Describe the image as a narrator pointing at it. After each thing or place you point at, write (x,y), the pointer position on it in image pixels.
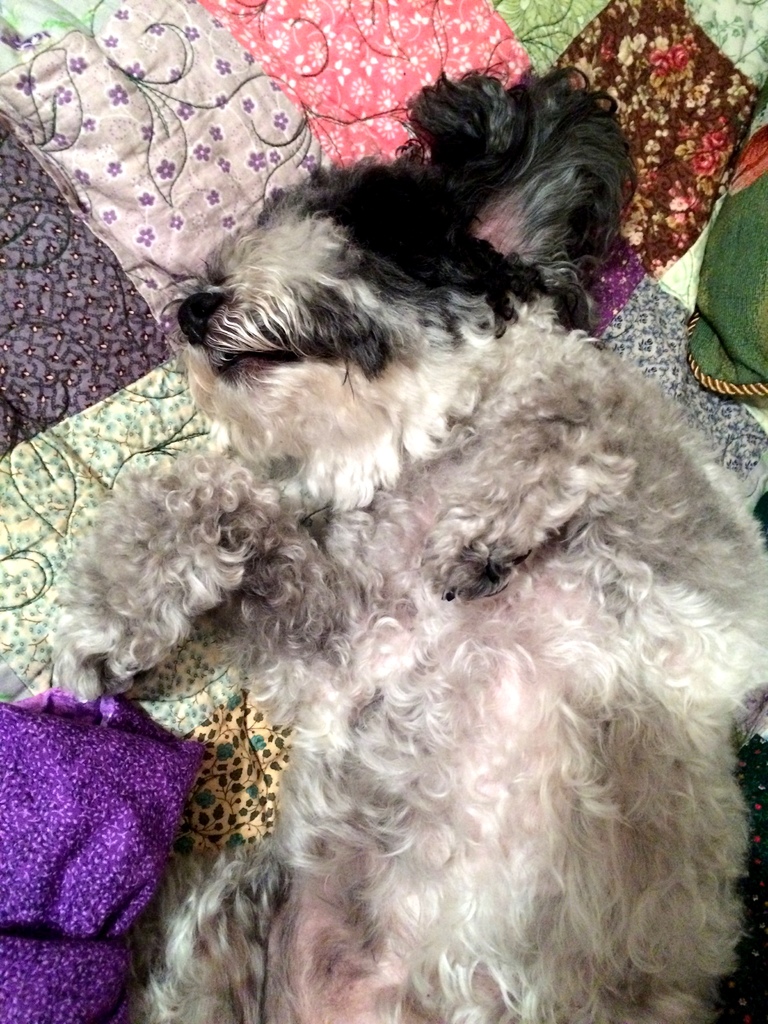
In this picture we observe a dog (457,568) which is sleeping on the bed (54,699).
